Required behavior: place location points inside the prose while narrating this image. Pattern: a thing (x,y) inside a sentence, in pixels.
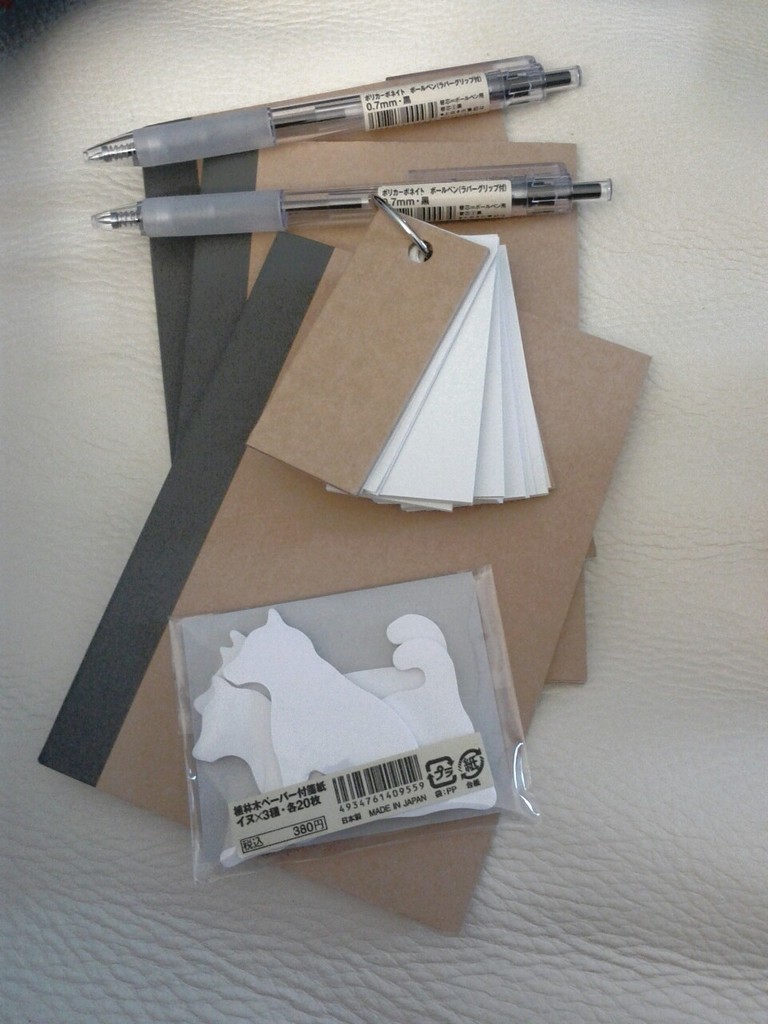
In this image there is a leather surface (31,162), on that surface (149,106) there are books (206,388), pens (277,212) and stickers (325,693).
